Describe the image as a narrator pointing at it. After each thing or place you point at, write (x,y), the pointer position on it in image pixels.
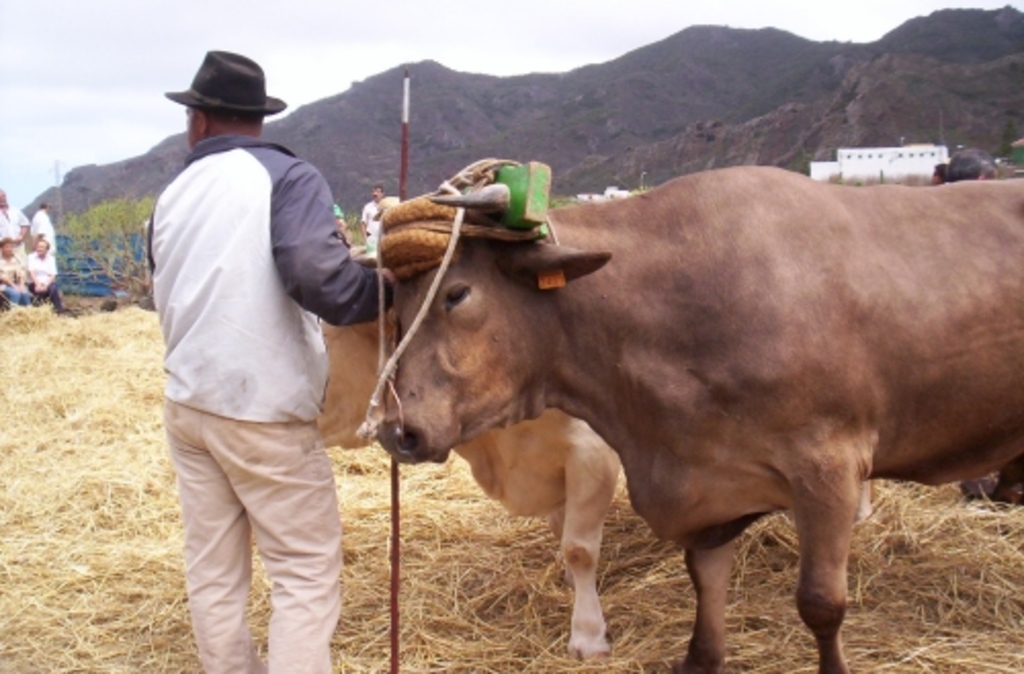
In the image in the center (482,340) we can see two cow (482,340) and one person (167,319) standing and holding stick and he is wearing hat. And on cows (476,321), we can see rope (441,266) and few other objects (537,175). In the background (475,130) we can see sky (28,195), clouds (280,71), hill (675,98), fence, building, wall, trees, grass (152,405), two persons (40,285) were sitting and few people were standing.
